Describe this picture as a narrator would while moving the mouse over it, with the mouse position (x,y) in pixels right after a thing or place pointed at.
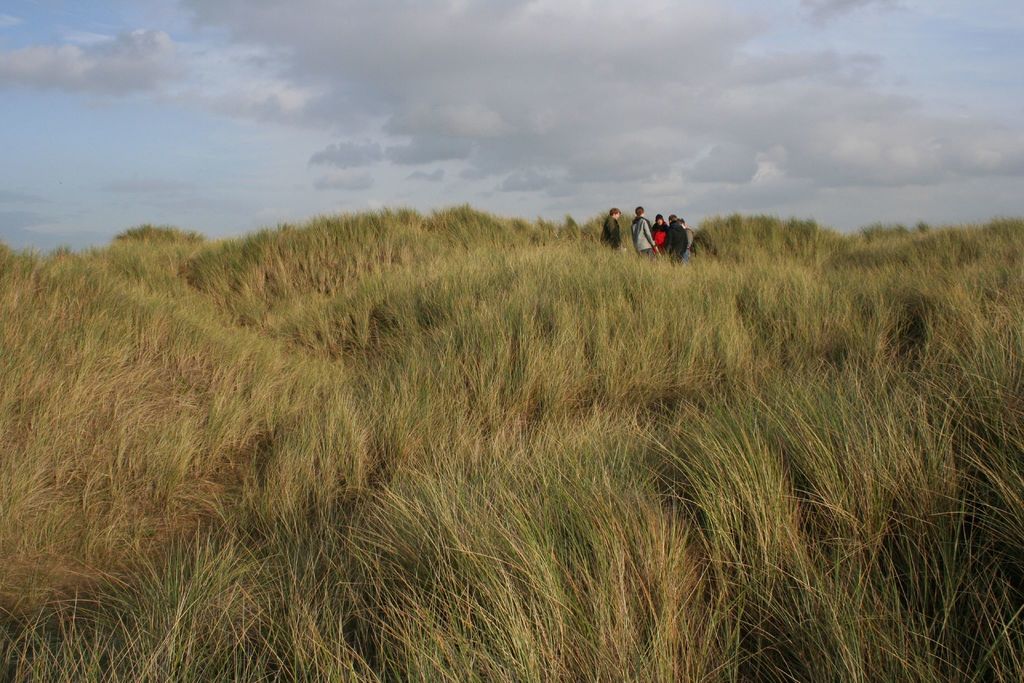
There are grass (514,288) and there are few persons (645,236) standing in between them and the sky (524,72) is a bit cloudy.
